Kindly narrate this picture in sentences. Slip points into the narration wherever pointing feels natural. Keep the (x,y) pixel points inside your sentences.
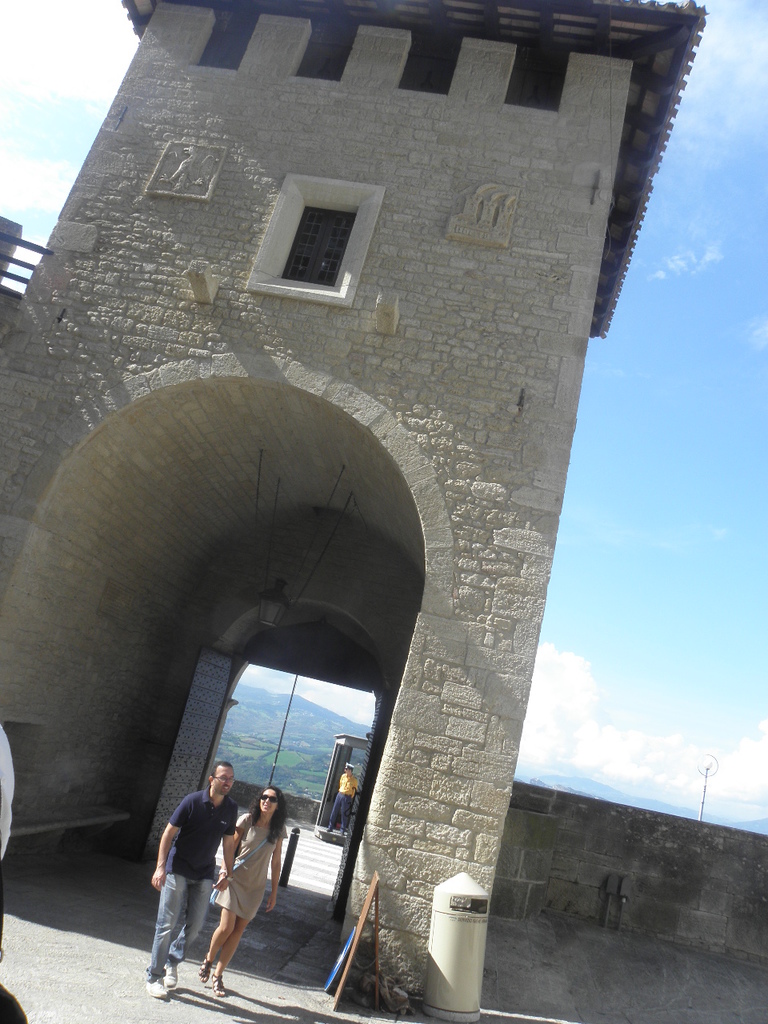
This is an outside view. At the bottom (201,892) there is a man (182,852) and a woman (249,871) holding their hands (224,884) and walking on the ground (139,999). In the middle of this image (501,482) there is an arch (114,675). In the bottom right-hand corner (622,928) there is a wall (587,884). In the background (298,718), I can see a hill (323,725). At the top of the image (669,306) I can see the sky (652,754) and clouds (636,759).
